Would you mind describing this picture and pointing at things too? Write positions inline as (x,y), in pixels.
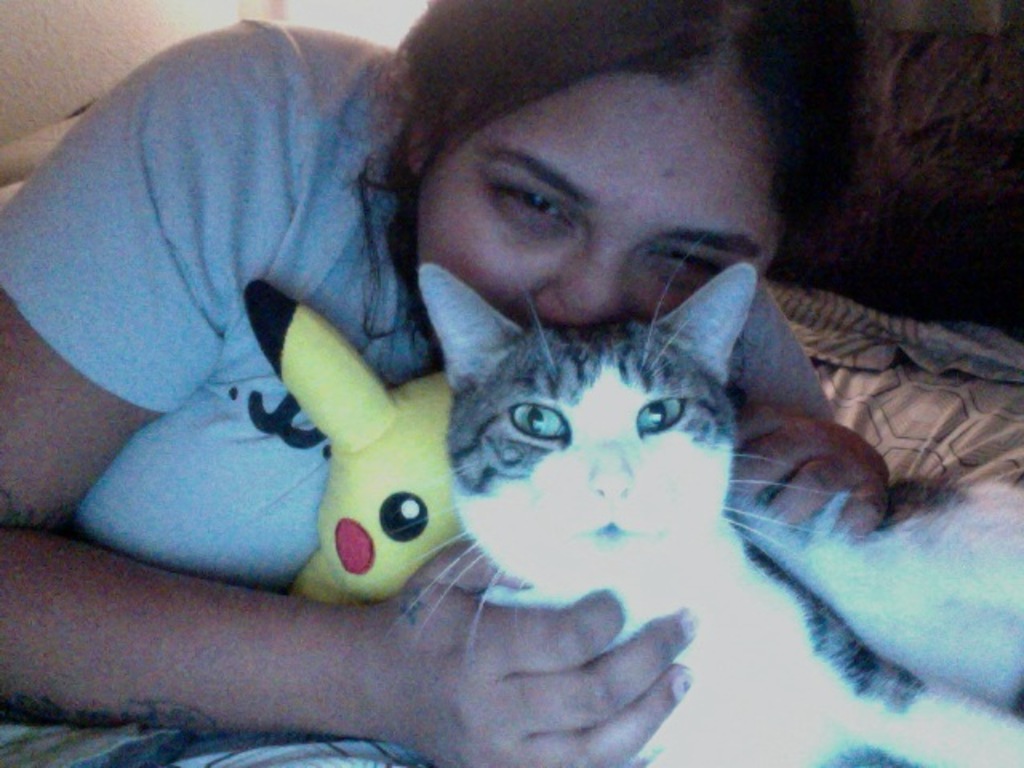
A woman (556,607) is holding cat (534,592) and toy (417,539) in her hand (466,623) and she is on the bed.
